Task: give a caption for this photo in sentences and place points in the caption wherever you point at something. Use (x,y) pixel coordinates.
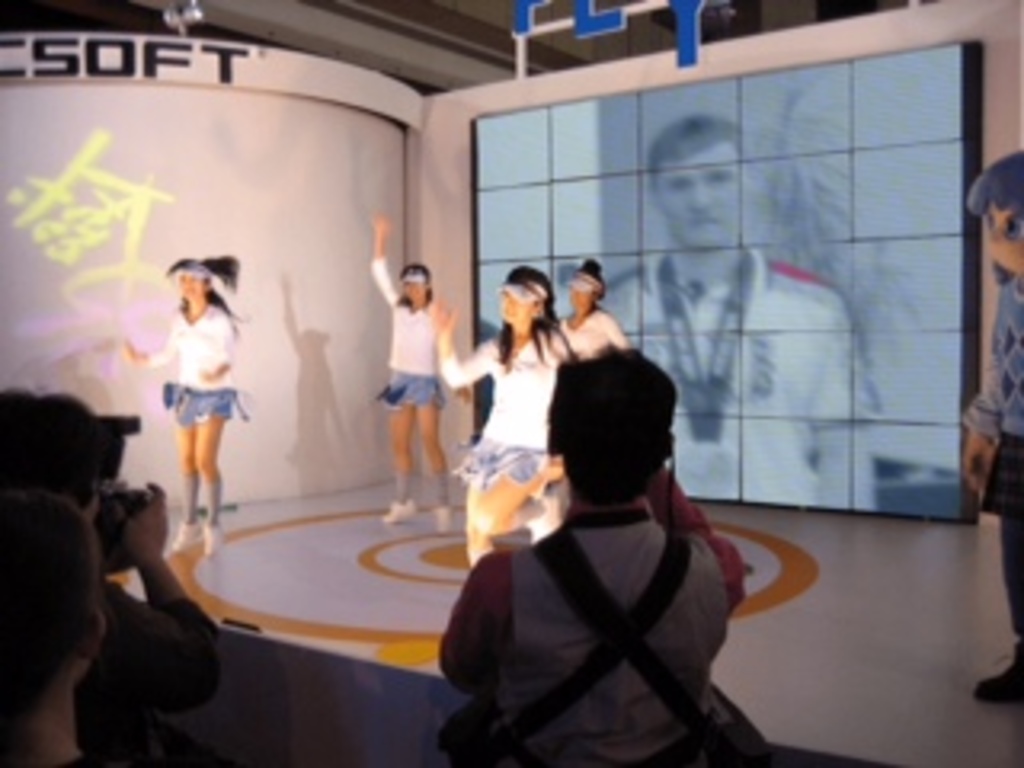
In this image, we can see few people (1010,337). Few are dancing on the floor (463,513). Background (835,399) there is a screen (767,342). On the left side of the image (125,522), a person (81,523) is holding a camera (130,509).
